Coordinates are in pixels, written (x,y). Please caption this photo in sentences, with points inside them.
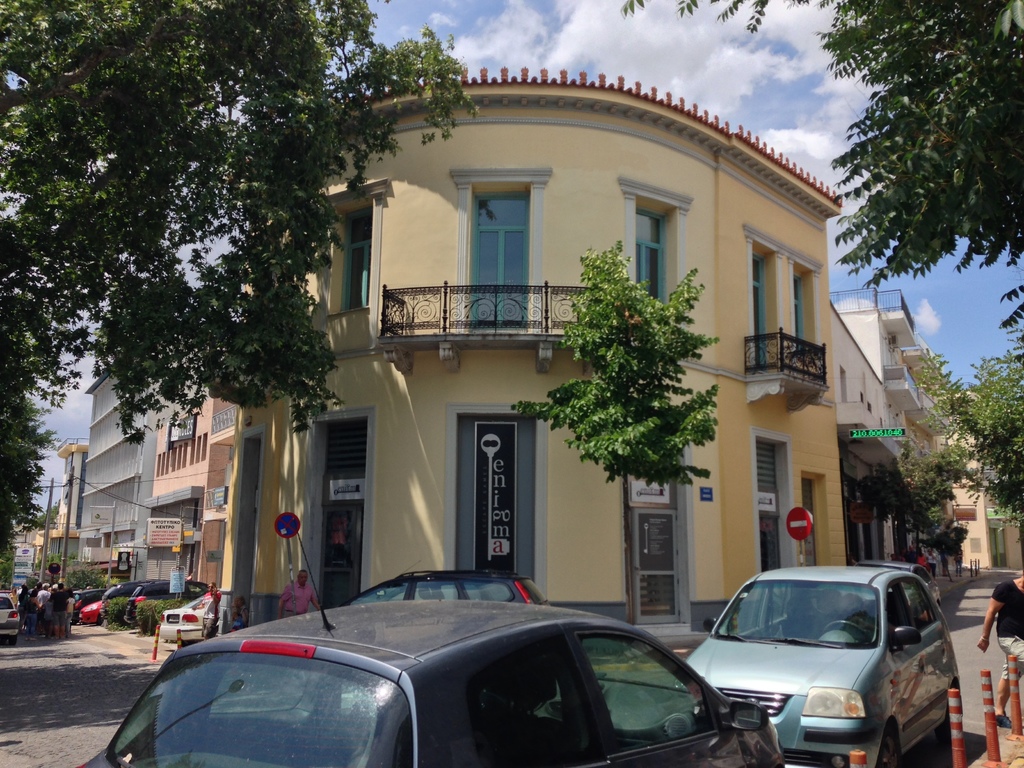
In this image we can see the buildings (713,303), in front of the buildings (230,575) there are vehicles (824,627) and persons (55,593) on the road (968,679). And we can see the poles (983,685), trees (903,484) and sky (703,90) in the background (698,73).
